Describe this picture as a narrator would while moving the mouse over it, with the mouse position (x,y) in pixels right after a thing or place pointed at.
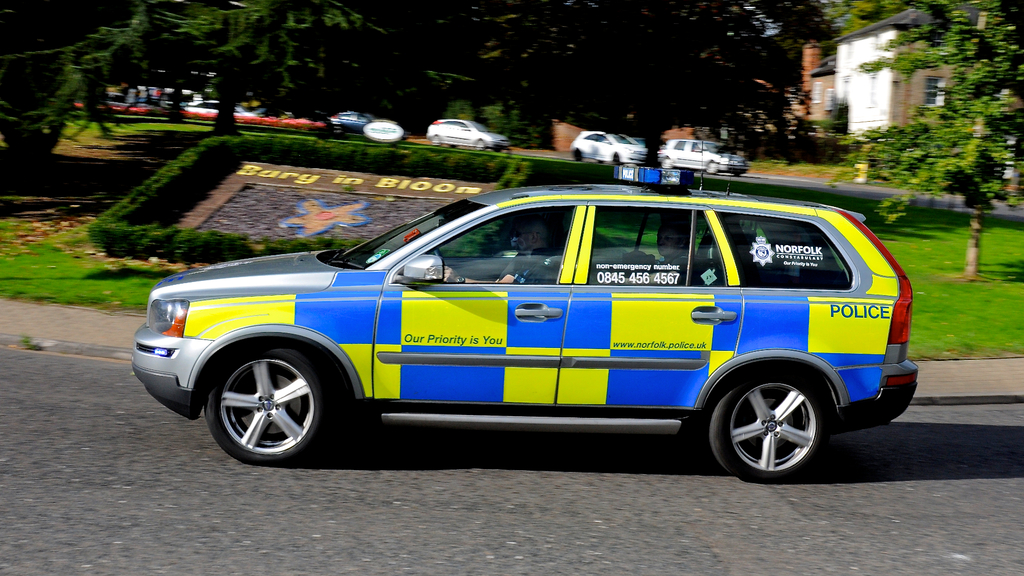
This is an outside view. Here I can see a car (457,303) on the road (247,516). It is facing towards the left side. Inside the car (529,295) a person (547,263) is sitting. In the background (962,164), I can see many trees (312,74) and some other cars (697,153) on the other road (812,188) and also I can see the grass (931,291) on the ground (927,273). In the top right (855,91) there are few buildings (820,96).
